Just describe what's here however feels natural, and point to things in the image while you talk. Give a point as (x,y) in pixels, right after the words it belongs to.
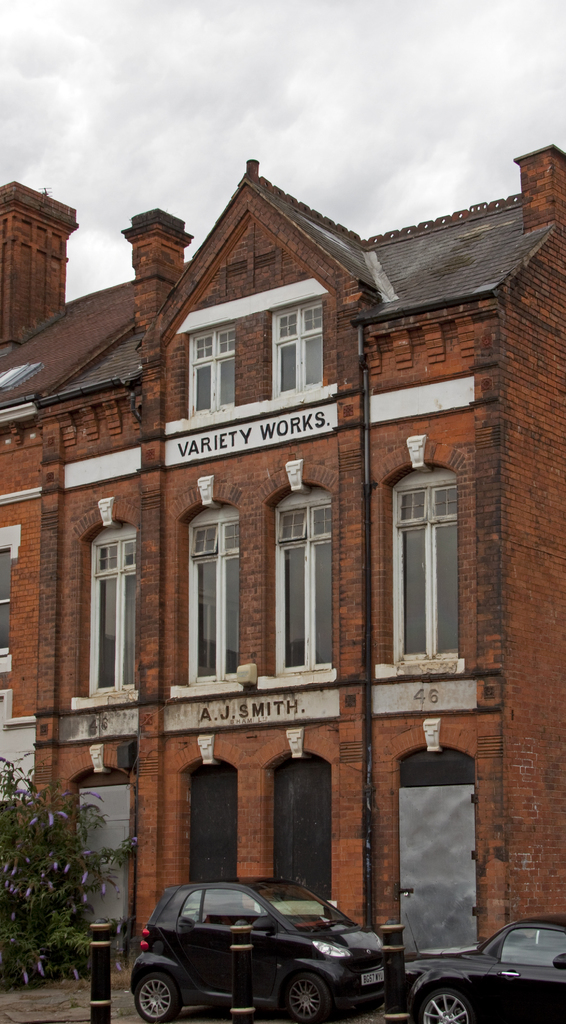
In this image we can see a building (232,501) with windows (214,622) and names (216,709) on the building (277,428). Near to the building (286,445) there are two cars (280,943). Also there is a plant (65,886). Near to the car (185,940) there is a pole (98,940). In the background (159,93) there is sky (371,98).
